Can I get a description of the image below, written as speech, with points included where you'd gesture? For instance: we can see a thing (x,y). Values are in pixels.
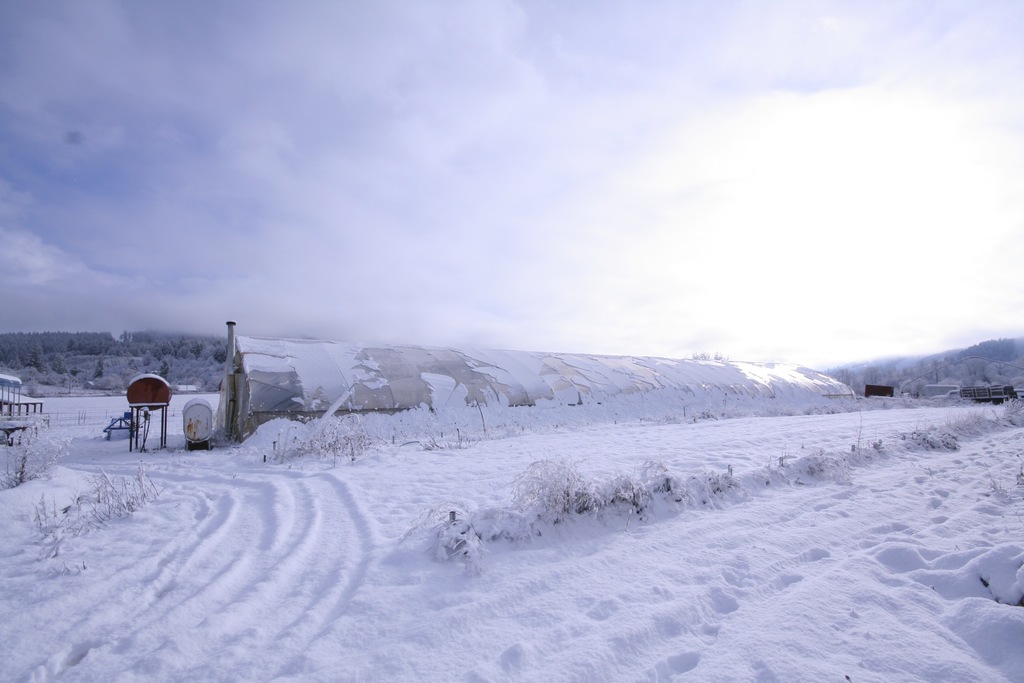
In this image, I can see a shed (239,428) and few other objects (154,404) on the snow (679,533). In the background (953,367), there are trees (953,367) and the sky (484,227).
